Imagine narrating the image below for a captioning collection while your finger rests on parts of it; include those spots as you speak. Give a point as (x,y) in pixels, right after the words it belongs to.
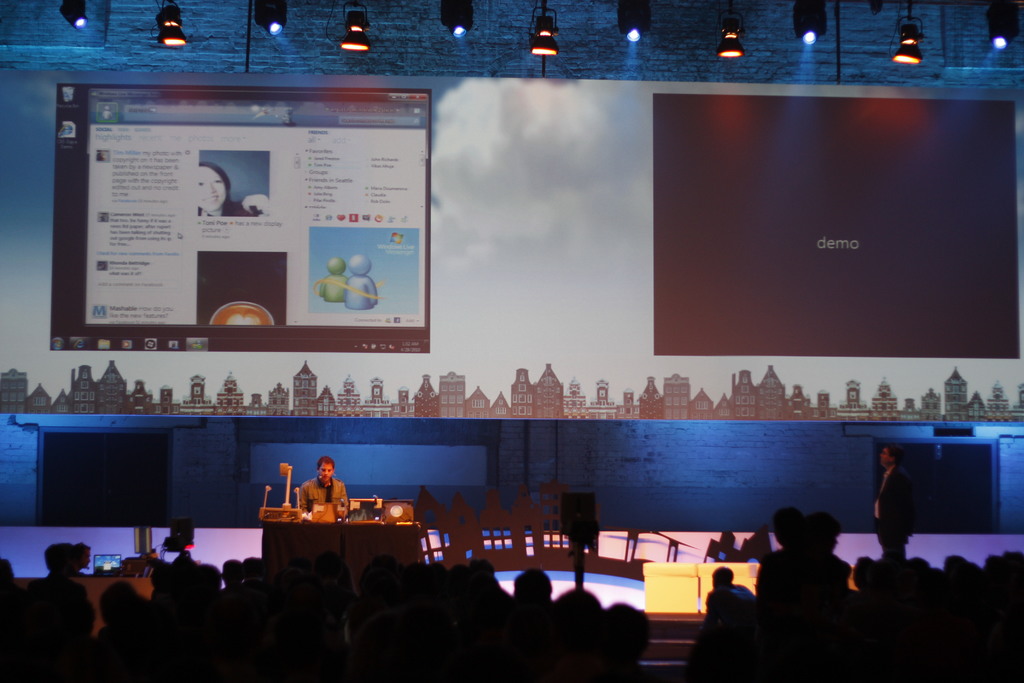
In this image I can see the group of people (475,626). In-front of these people (381,593) I can see one person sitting in-front of the table (317,537). On the table (376,530) I can see many things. In the background (338,242) I can see the screens (350,301) and many lights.
